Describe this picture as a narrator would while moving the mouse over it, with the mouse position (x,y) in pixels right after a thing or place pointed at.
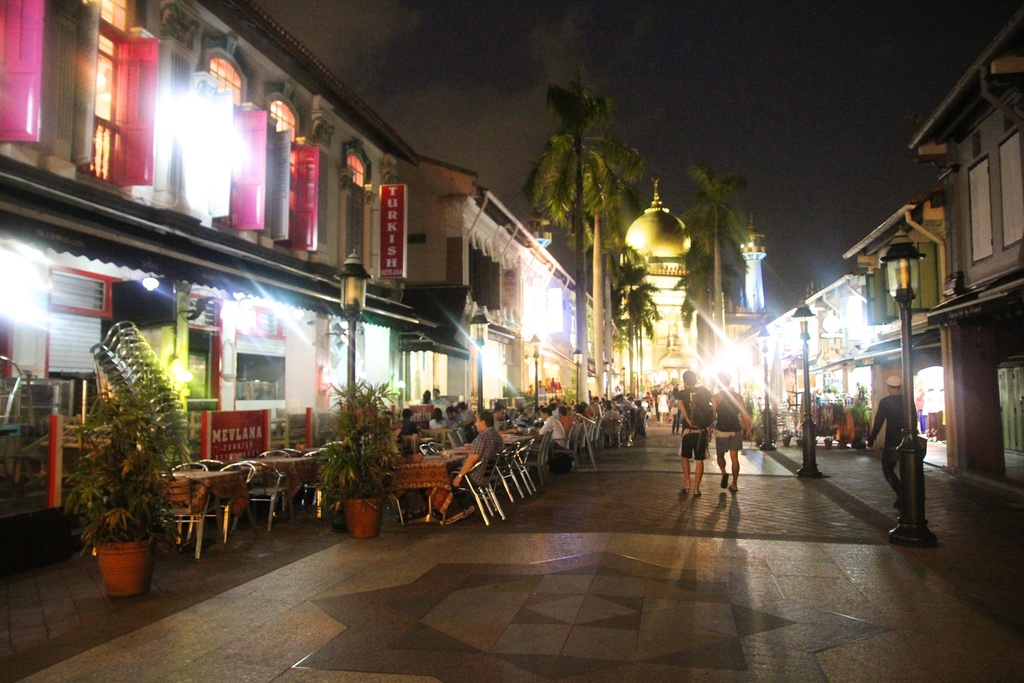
In this image, we can see persons (471,458) wearing clothes (690,444). There are street poles (912,397) and trees (582,370) in between buildings (666,362). There are some persons (559,424) sitting on chairs (533,443) in front of tables (421,480). There are plants (347,510) in front of the building (225,362). There is a sky (565,45) at the top of the image (526,46).
